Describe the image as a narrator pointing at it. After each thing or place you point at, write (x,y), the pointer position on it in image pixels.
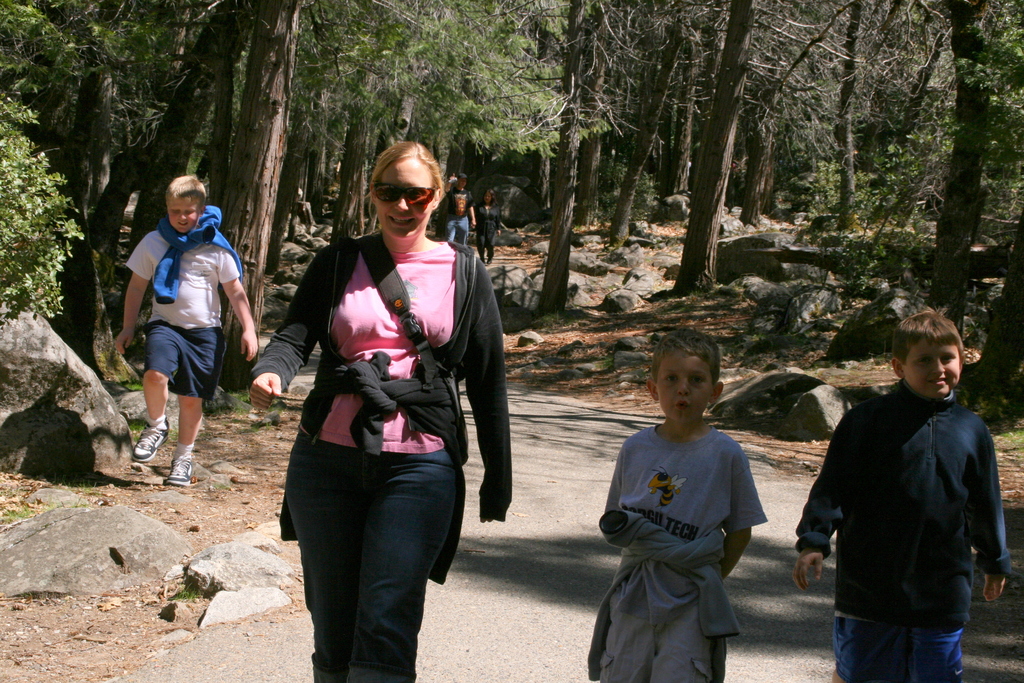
In this picture we can see some people (391,625) walking on the ground (625,427), rocks (43,441) and in the background (567,241) we can see trees (699,268).
